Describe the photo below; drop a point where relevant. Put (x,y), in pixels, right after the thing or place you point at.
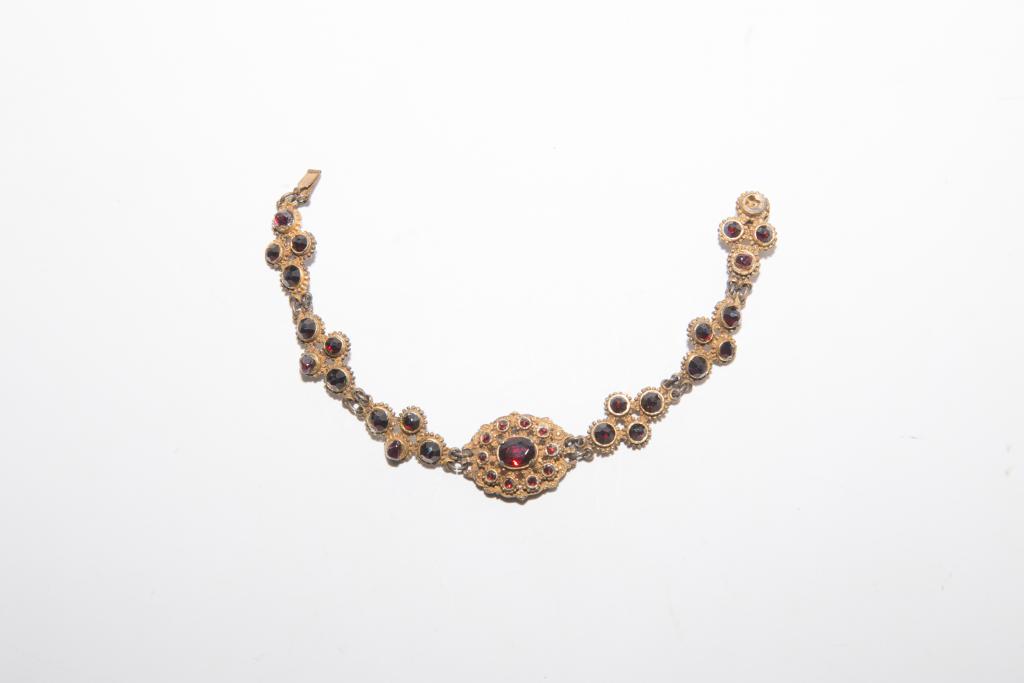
In this picture, we see the jewellery item (335,357) which looks like a necklace (301,311). It is in gold color. This necklace (516,464) has the red stones (601,437). In the background (366,299), it is white in color.
